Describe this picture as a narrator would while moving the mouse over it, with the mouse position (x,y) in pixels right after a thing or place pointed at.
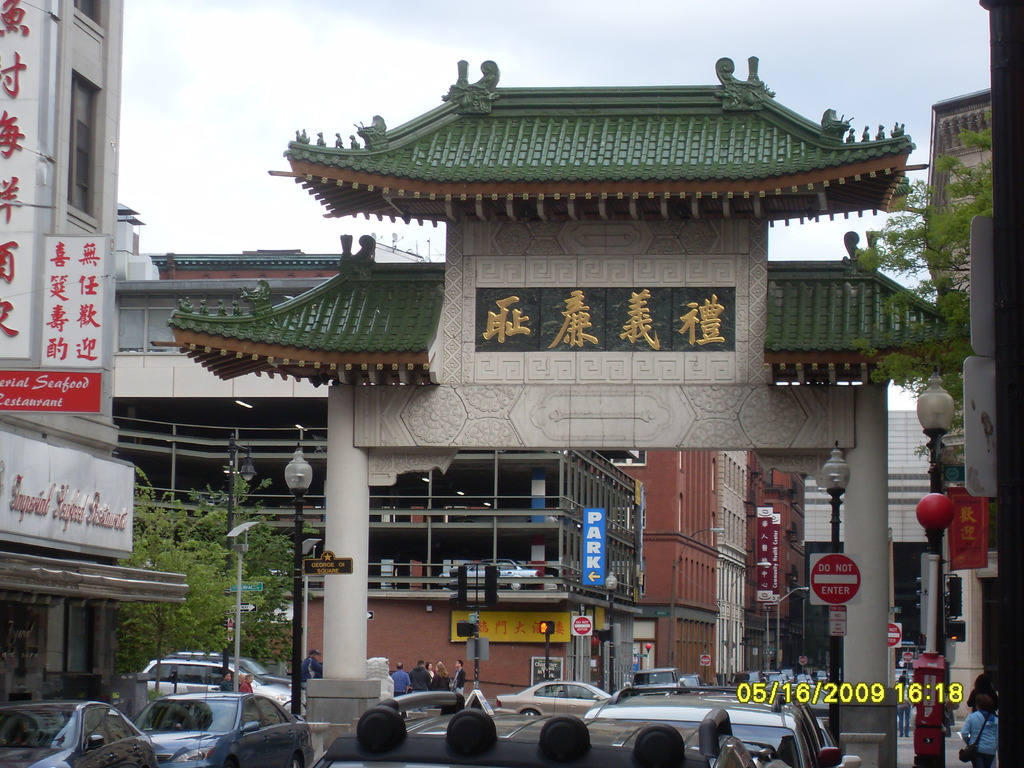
In this image I can see few vehicles (49,723), background (967,524) I can see few light poles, a traffic signal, few banners (504,625) and buildings (548,466) in cream and brown color and the sky (288,117) is in white color. I can also see trees (269,536) in green color.
